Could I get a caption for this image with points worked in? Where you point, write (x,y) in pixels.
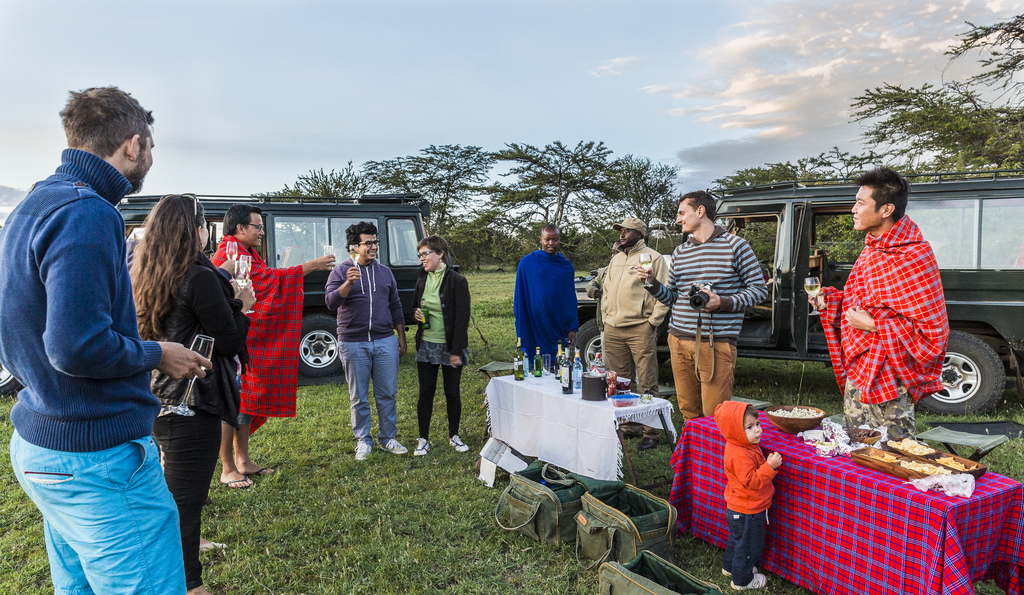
There are people (53,460) standing and few people (30,395) holding glasses (206,353). We can see bottles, bowl (794,431), food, box (613,404), clothes (859,503) and objects (545,368) on tables (550,395). We can see bags (578,481) on the grass (408,495) and vehicles (379,210). In the background (830,152) we can see trees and sky (578,83) with clouds (723,84).
